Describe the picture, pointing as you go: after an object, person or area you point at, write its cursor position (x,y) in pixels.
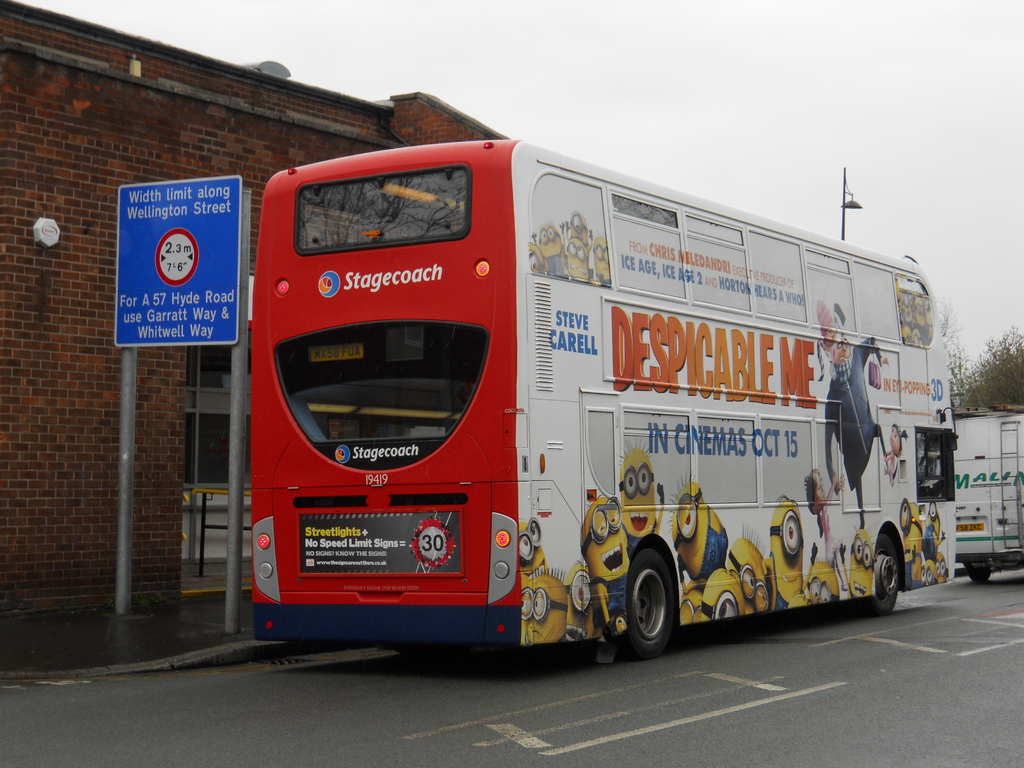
In this picture there is a white and red color bus (463,411) is parked on the road (405,703). Behind there is a red color brick wall (65,343) and blue color caution board (130,297).
